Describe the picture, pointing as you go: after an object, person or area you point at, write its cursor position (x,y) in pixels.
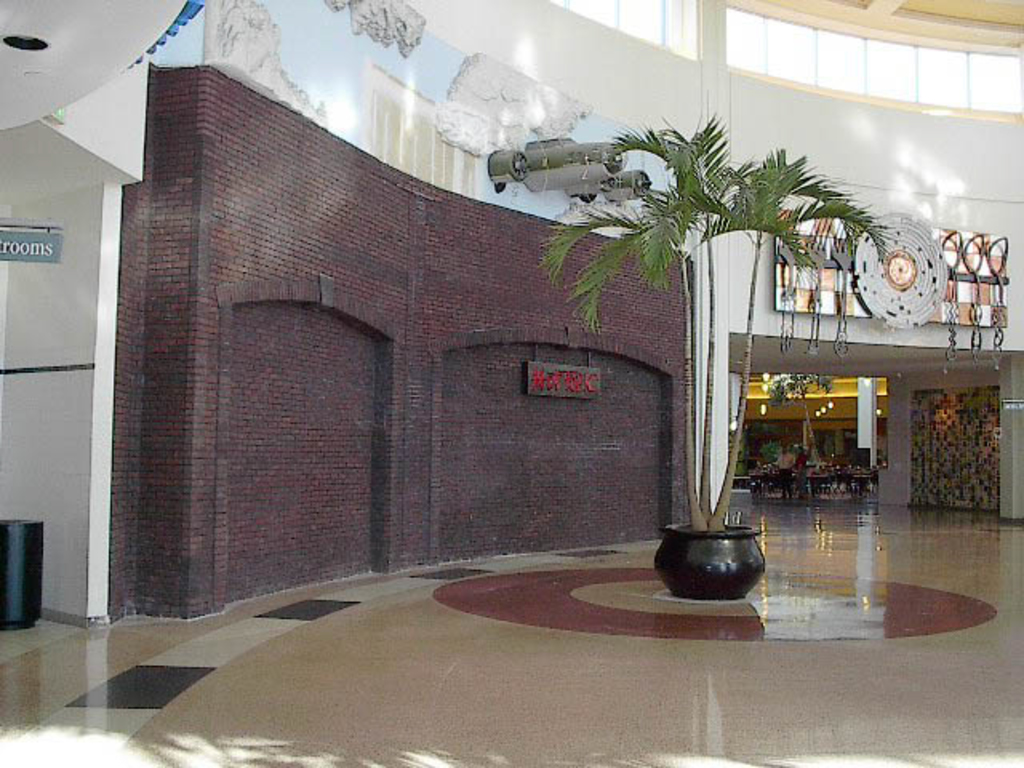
In the picture it looks like some restaurant (494,30), there is a plant (701,501) in the centre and around the plant (723,198) there is a brick wall (418,349), tables (805,475), chairs (779,484) and there is a person (790,476) standing in between the tables (842,464) and on the left side (11,238) there are washrooms (52,289).
